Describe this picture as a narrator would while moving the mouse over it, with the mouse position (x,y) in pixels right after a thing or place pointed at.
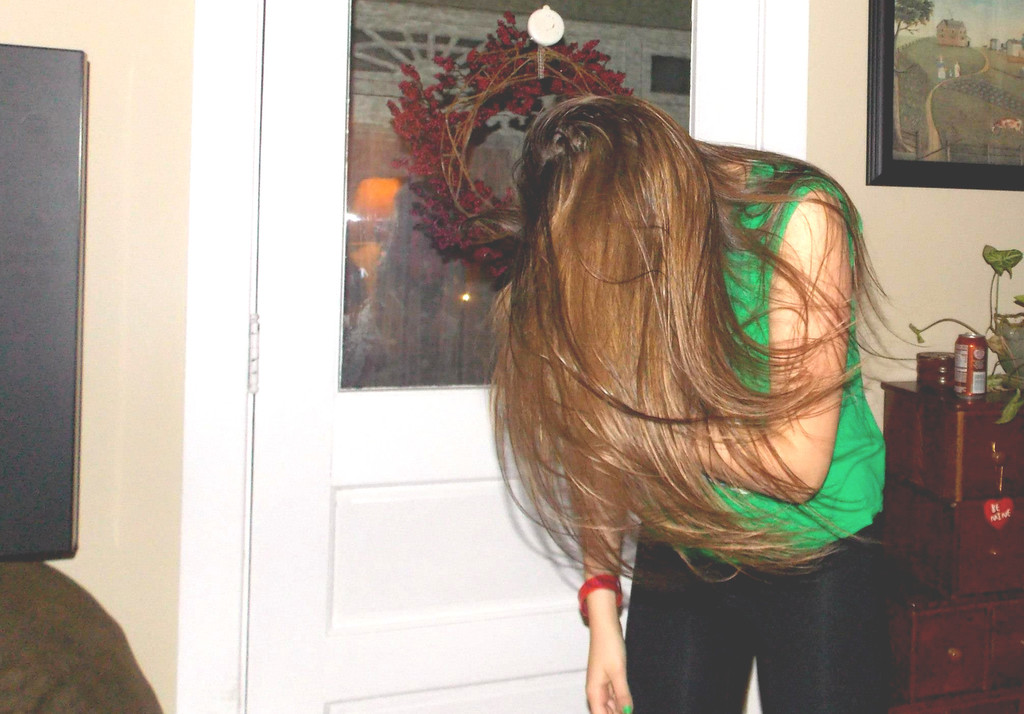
In this picture we can see a woman (586,543) and in the background (897,298) we can see a wall (891,283), photo frame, door (483,358).
